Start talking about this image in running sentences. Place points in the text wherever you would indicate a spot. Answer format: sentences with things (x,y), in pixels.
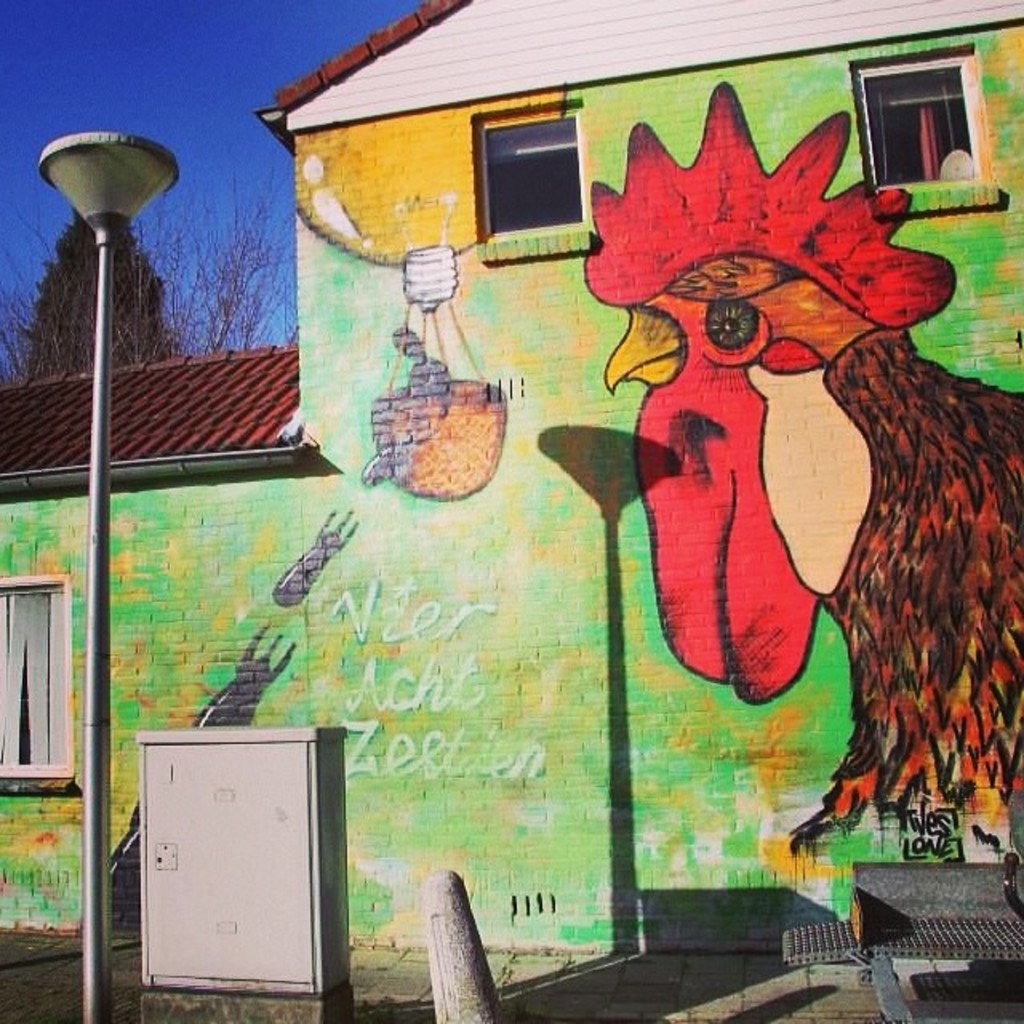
In front of the image there is a light pole (87,1019), electrical box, grey pole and a chair (992,934). In the background of the image (543,568) there is a painting (533,482) on the wall (562,621). There are glass windows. There is a tree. At the top of the image (236,44) there is sky (237,24).
